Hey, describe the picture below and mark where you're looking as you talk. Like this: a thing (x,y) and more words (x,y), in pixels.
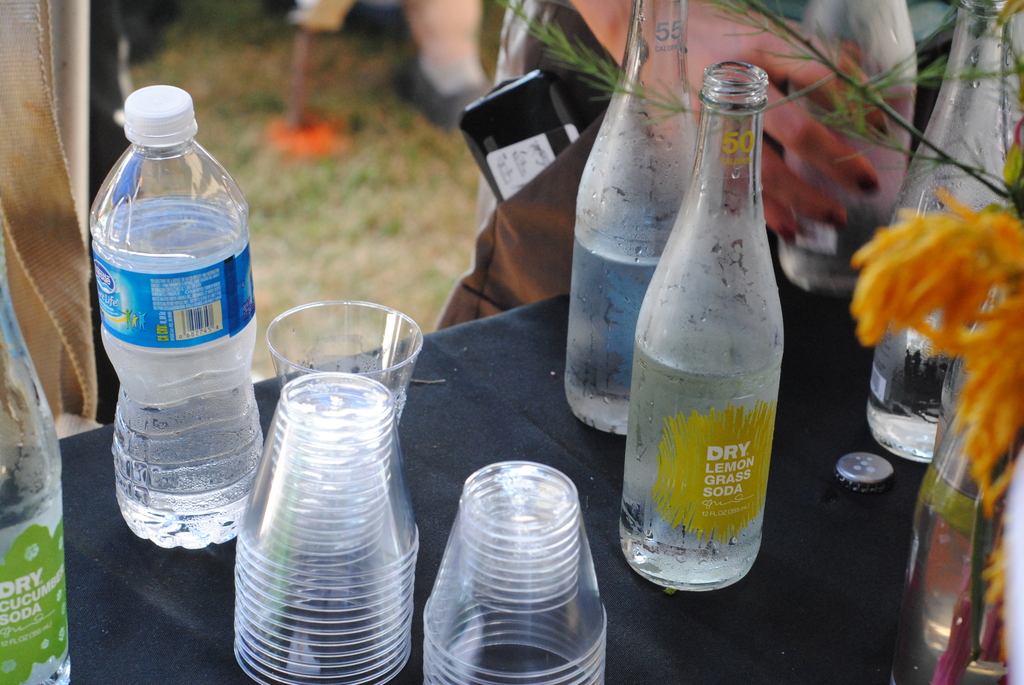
In the image we can see there is a table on which there are bottles (62,594) and glasses (464,575) kept.
